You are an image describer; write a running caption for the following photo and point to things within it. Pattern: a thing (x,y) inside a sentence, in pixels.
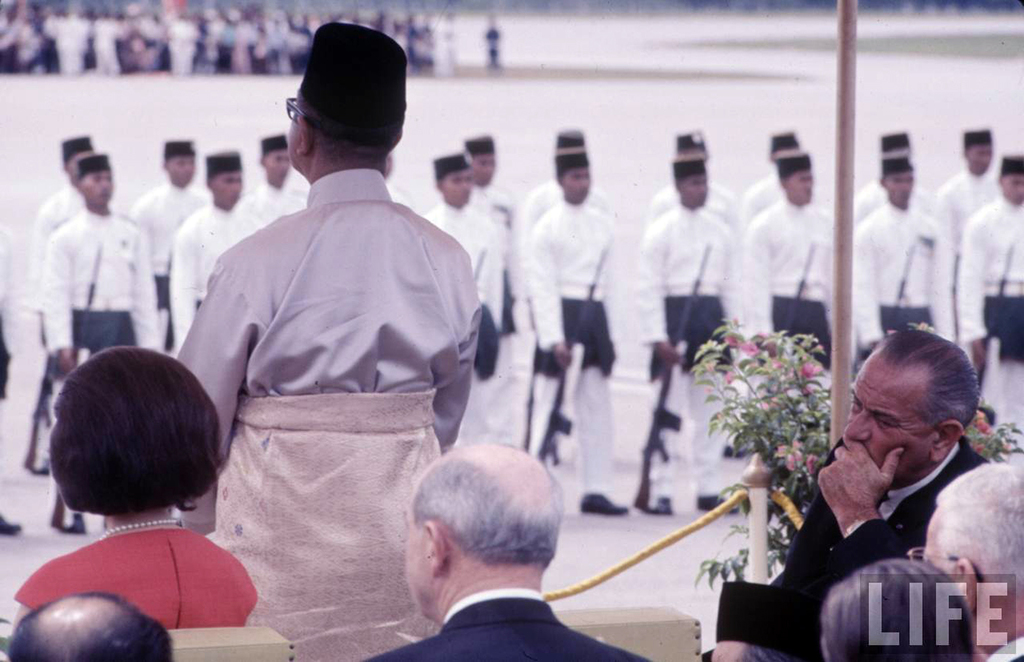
In the picture we can see some people (957,454) are sitting in front of them, we can see a man (312,587) standing and far away from them, we can see some people (189,218) are standing in uniforms (698,238) and holding guns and behind them also we can see some people (139,52) are standing.
